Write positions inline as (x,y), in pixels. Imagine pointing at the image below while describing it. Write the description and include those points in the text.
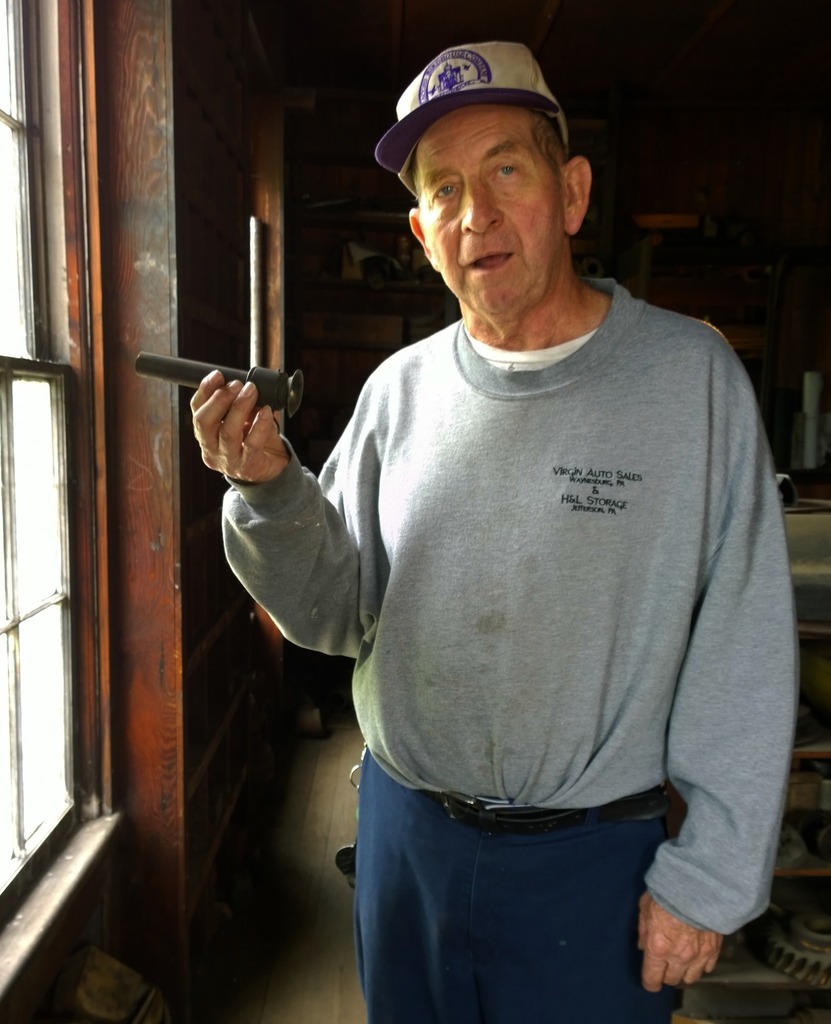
In this picture I can see a man (507,458) standing and he wore a cap (414,96) on his head (421,156) and he is holding a metal piece (197,361) in his hand (232,422) and I can see a glass window (64,419) to the wall (175,400) and a cupboard (808,552) on the right side (825,620).
